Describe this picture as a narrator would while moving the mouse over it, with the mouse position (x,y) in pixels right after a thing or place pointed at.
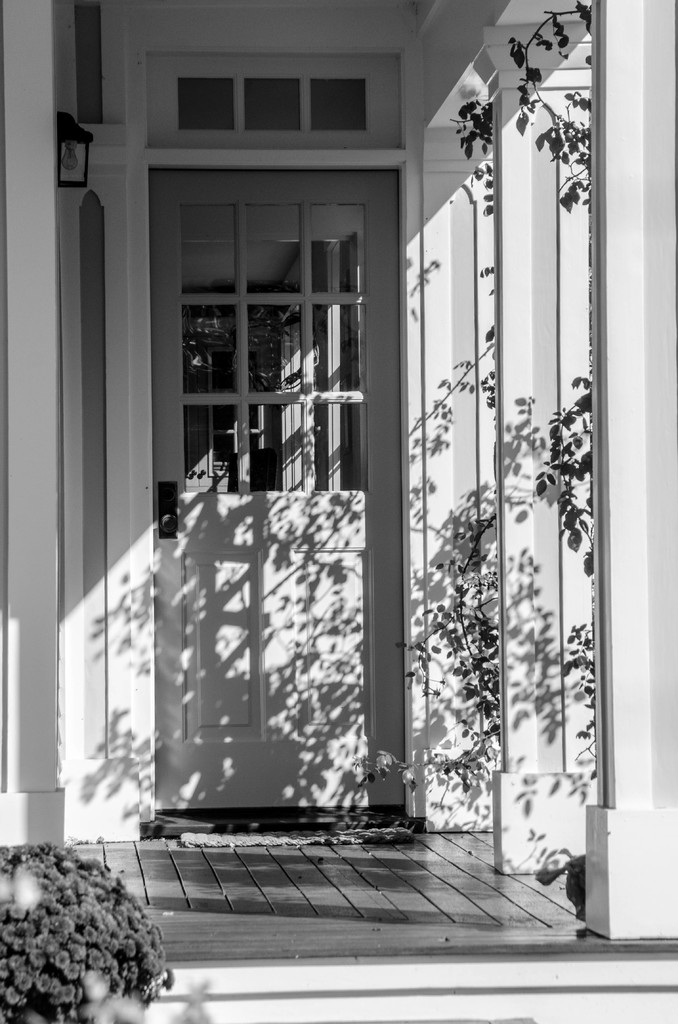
This is a black and white image. In this picture we can see some flowers (132,926) on the left side (106,997). We can see a few plants (584,454) on the right side (523,117). There is a building (82,641). We can see a door (365,798), a door handle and a few pillars (30,288).
